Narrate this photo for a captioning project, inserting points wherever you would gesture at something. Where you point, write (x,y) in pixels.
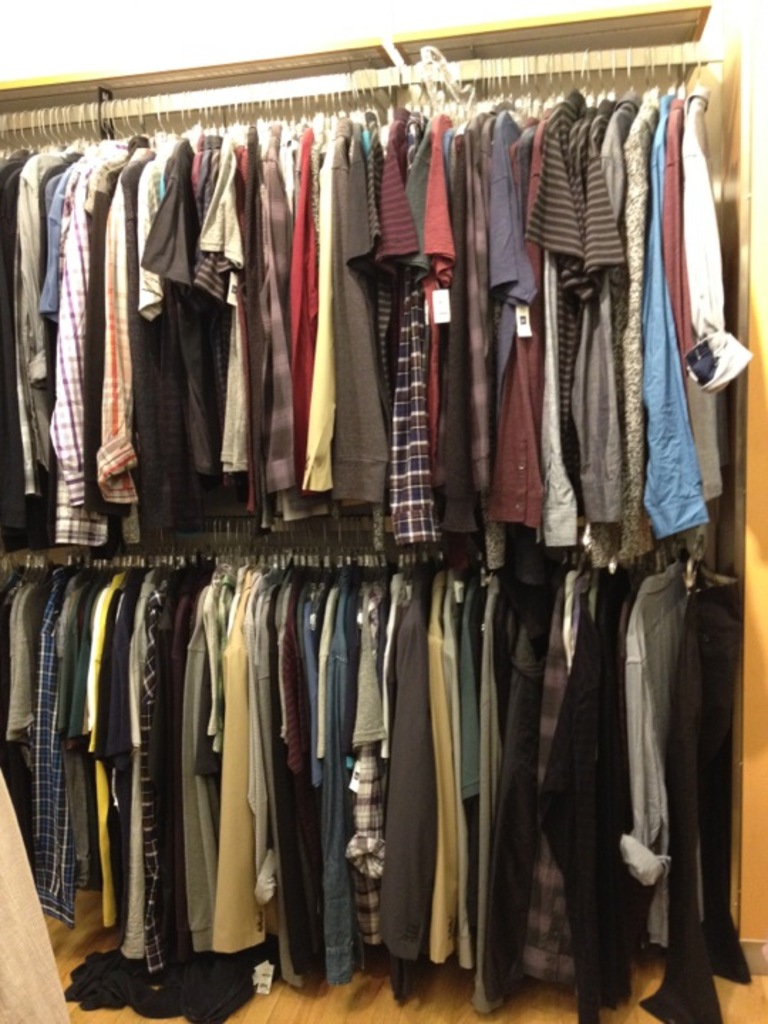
In the foreground of this image (353,711), there are clothes (442,738) hanging to the hangers (528,113). At the bottom (331,1010), there is the floor (310,1010).
